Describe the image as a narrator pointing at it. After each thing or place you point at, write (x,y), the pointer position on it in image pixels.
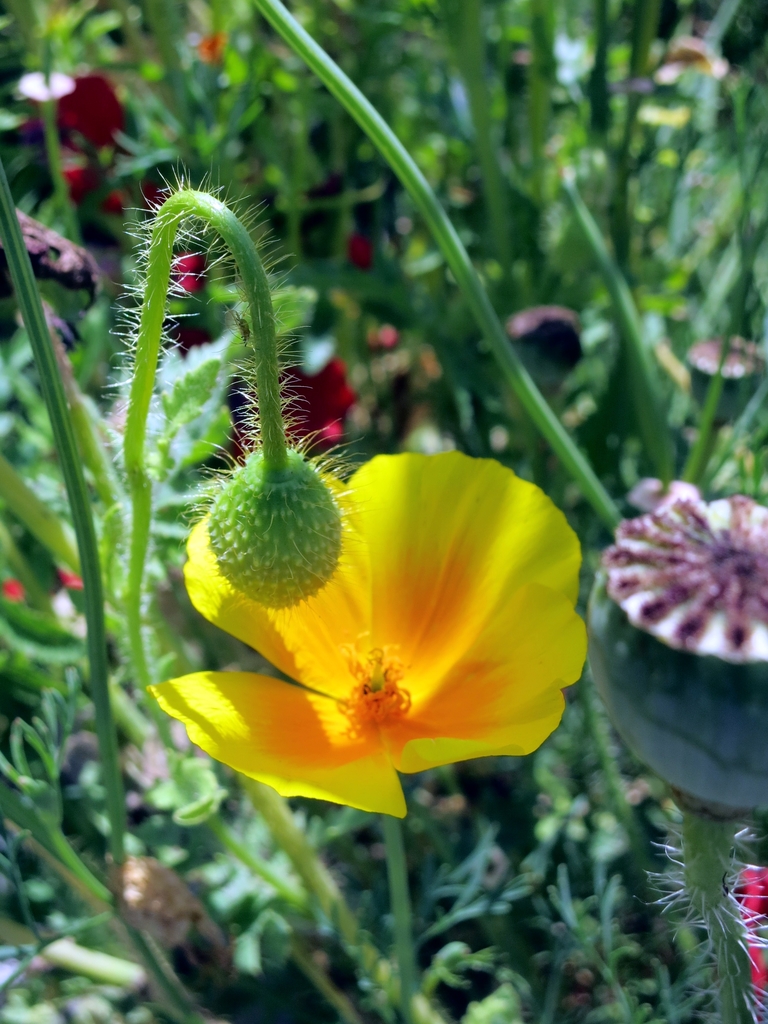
In this image there is a yellow colour flower (344,724) to the plant (388,824). Top of it there is a bud (290,531) to the plant (280,524). Background (71,654) there are few flowers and leaves (557,218) to the plants (473,295).
